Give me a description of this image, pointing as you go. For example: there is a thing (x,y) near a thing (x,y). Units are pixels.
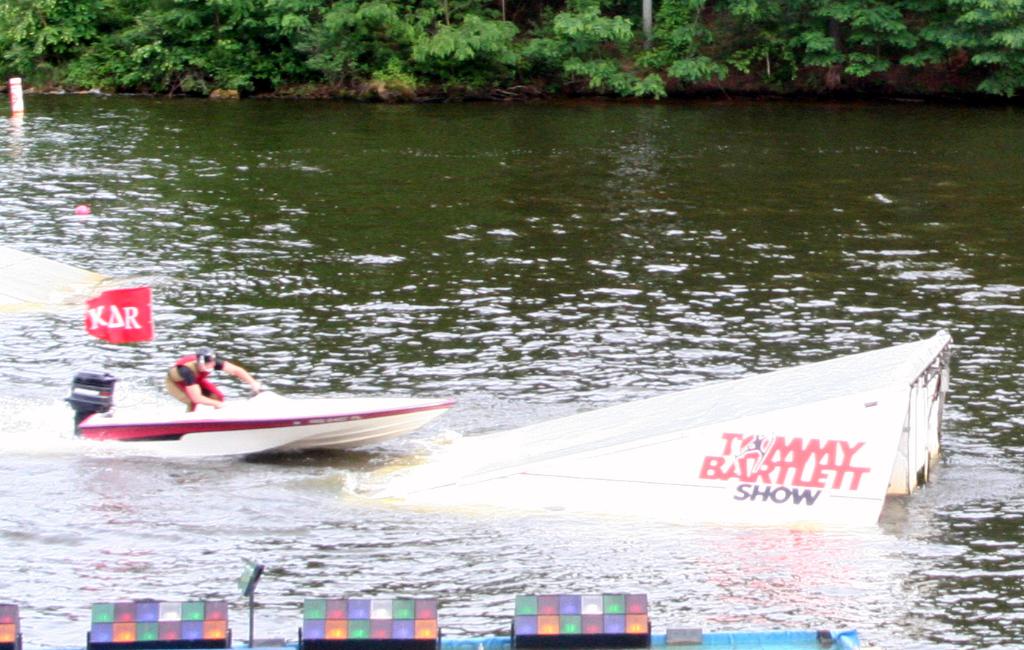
In this image we can see a person (208,382) in the boat (131,437) which is floating on the water (16,520). Here we can see the curved surface (779,463) and lights (14,628) here. In the background (557,73), we can see the trees (315,66).
